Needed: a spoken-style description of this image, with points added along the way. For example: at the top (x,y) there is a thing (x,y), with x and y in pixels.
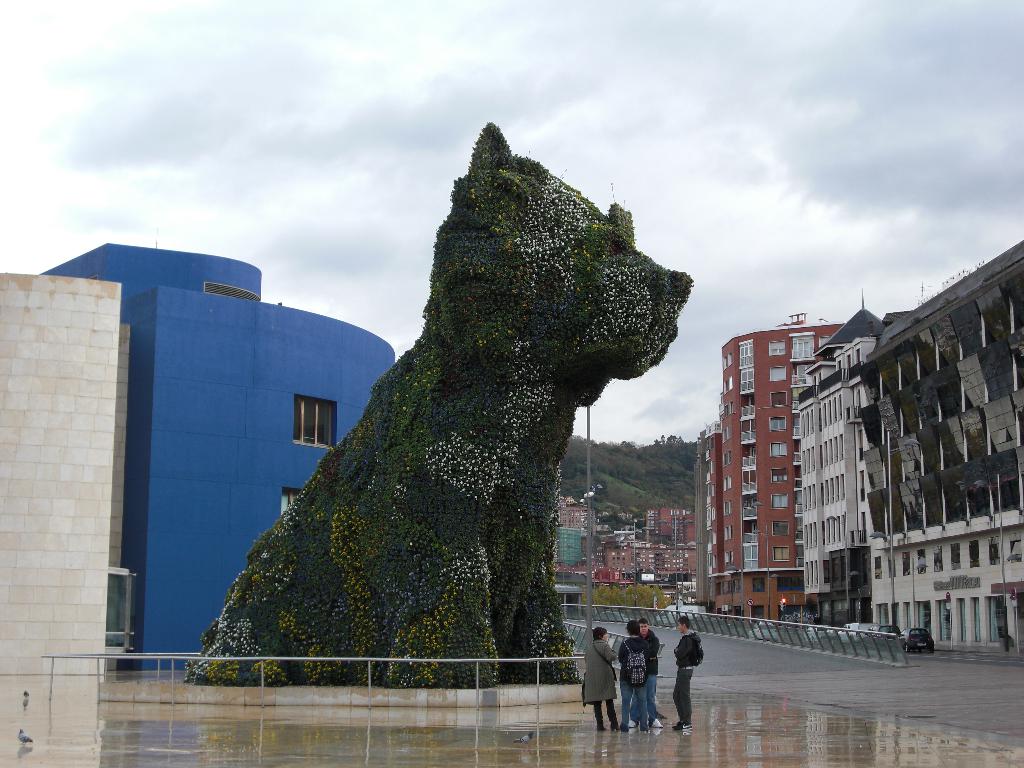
In this picture we can see four people (641,690) carrying bags (693,644), standing on the ground (667,720), vehicles (926,637) on the road (870,708), statue (543,624), poles (1007,592), trees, birds (24,693), buildings (929,457) with windows (932,469), some objects (745,631) and in the background (359,176) we can see the sky (359,176) with clouds (603,37).
